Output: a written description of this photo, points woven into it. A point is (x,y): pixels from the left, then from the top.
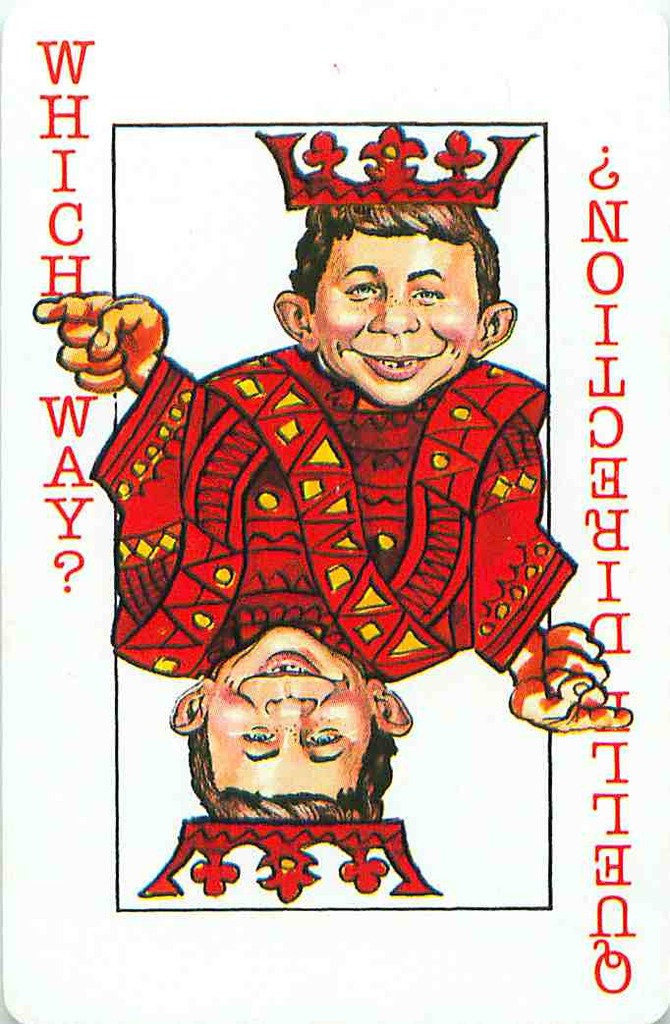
In this picture we can see a card (343,632) with images (321,504). On the card (112,538), it is written something.
